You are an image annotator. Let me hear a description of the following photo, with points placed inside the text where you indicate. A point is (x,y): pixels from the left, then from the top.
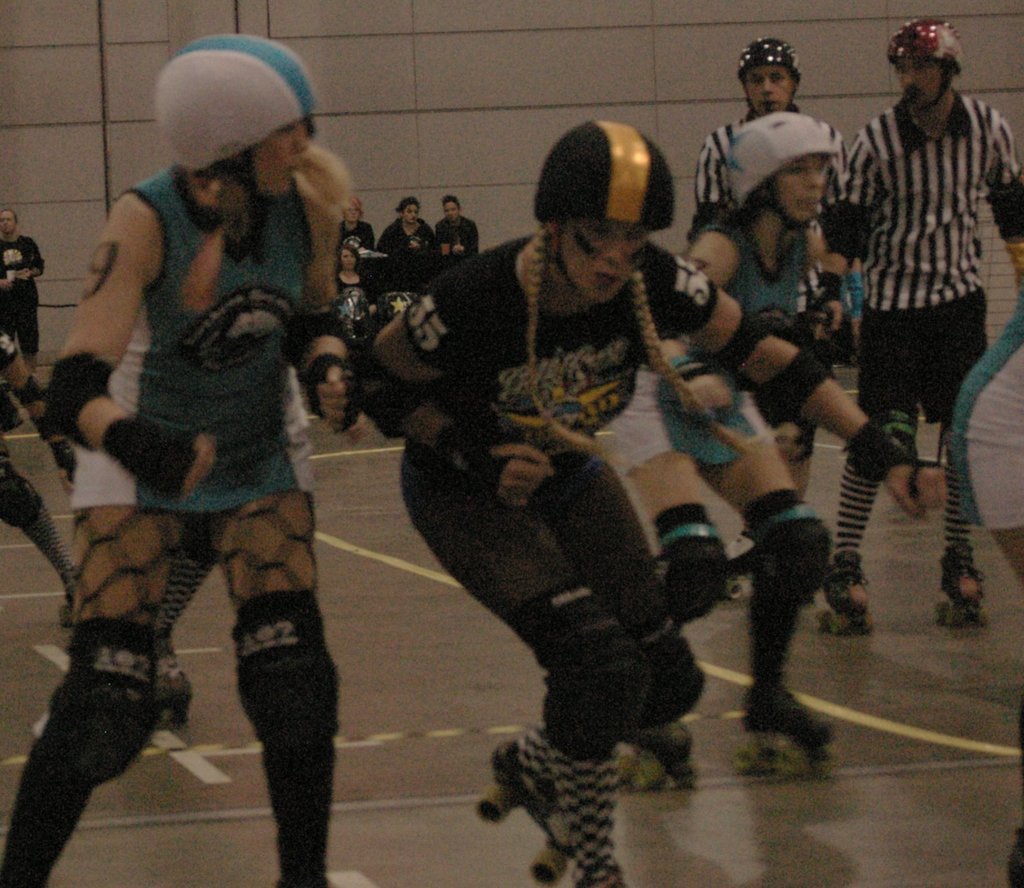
In this image there are people (488,417) skating on skating floor (891,660), in the background (402,254) there are people (402,254) sitting and there is a wall (997,16).
